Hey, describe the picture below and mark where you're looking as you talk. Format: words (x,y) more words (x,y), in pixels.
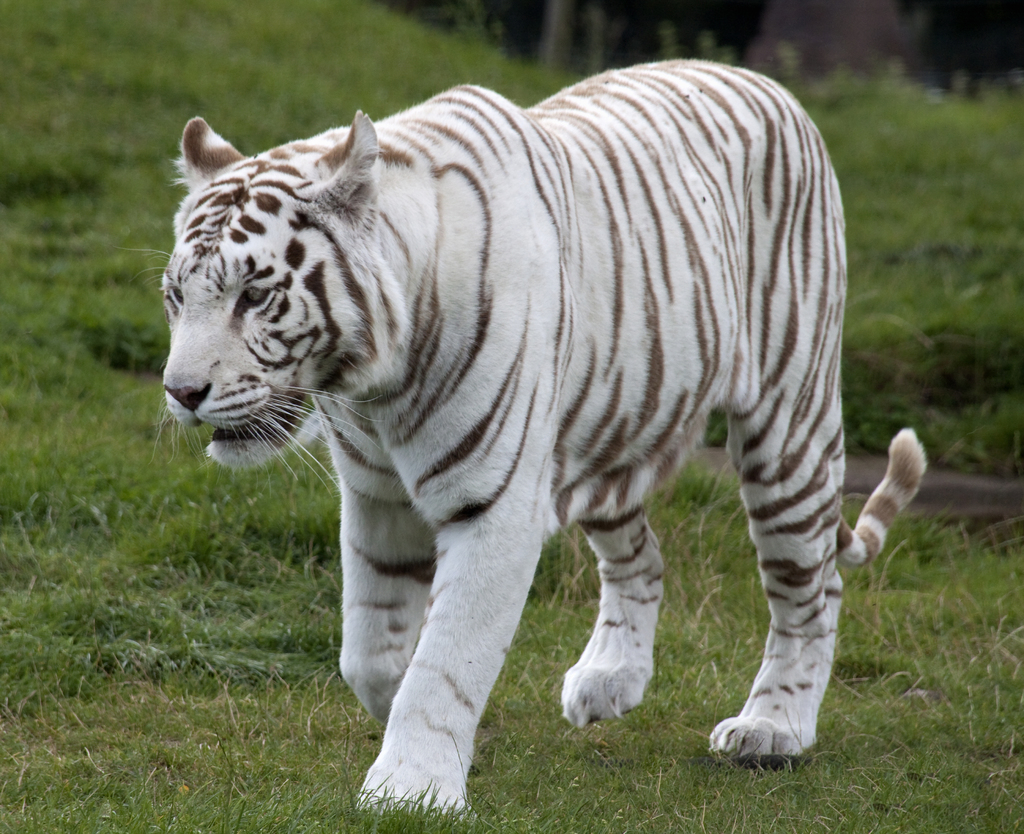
In the image we can see the white tiger (339,336) and the grass (182,728).
